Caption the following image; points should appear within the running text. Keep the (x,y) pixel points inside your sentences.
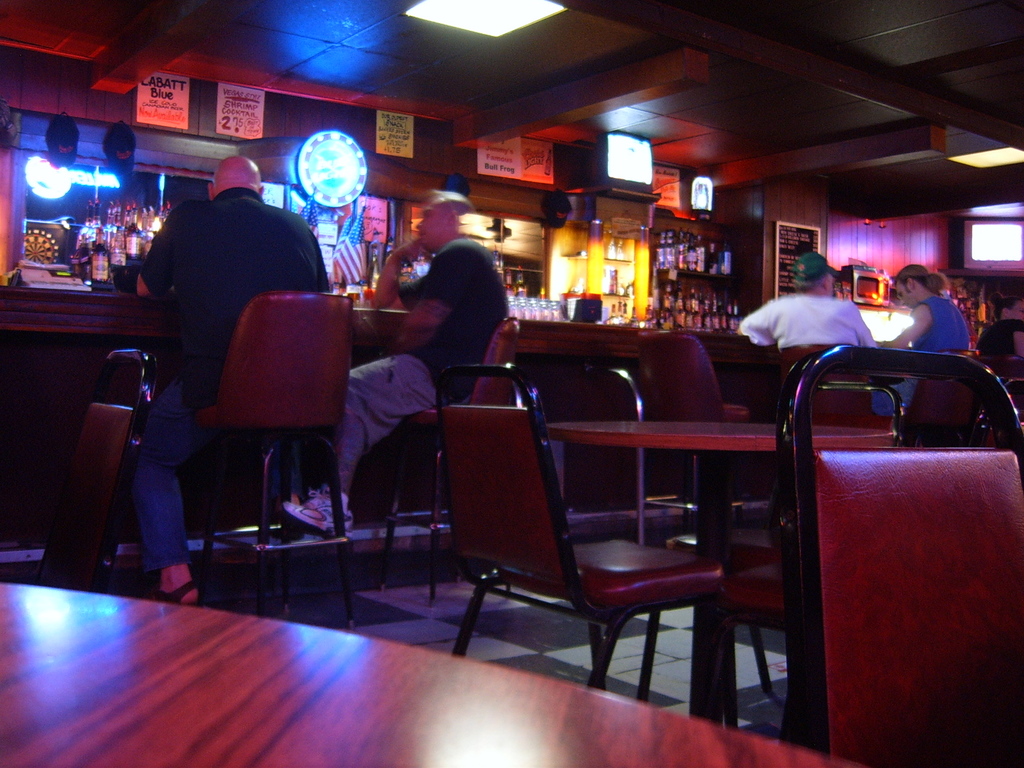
This image consist of five persons (350,389). They are sitting in the chairs (329,406). There are many tables (292,742) and chairs (483,445). In the background (564,189), there are wine bottles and some posters (237,122) stick on the wall (418,175). At the top (739,41), there is a roof (566,31) along with lights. To the left (214,372), the man (214,372) sitting in a chair (235,373) is wearing black shirt (206,396).
